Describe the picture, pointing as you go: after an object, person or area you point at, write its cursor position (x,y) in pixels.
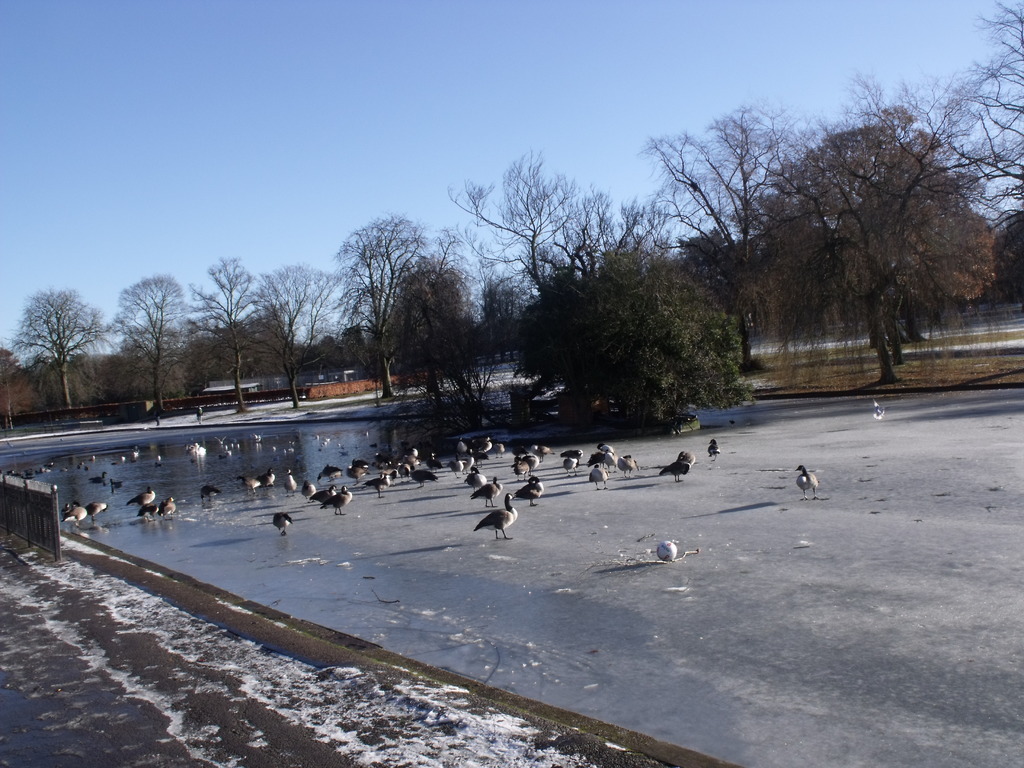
In this image I can see few birds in white and black color. Background (237,342) I can see trees (235,357) in green color, few buildings (346,374) and the sky (326,162) is in blue color.
